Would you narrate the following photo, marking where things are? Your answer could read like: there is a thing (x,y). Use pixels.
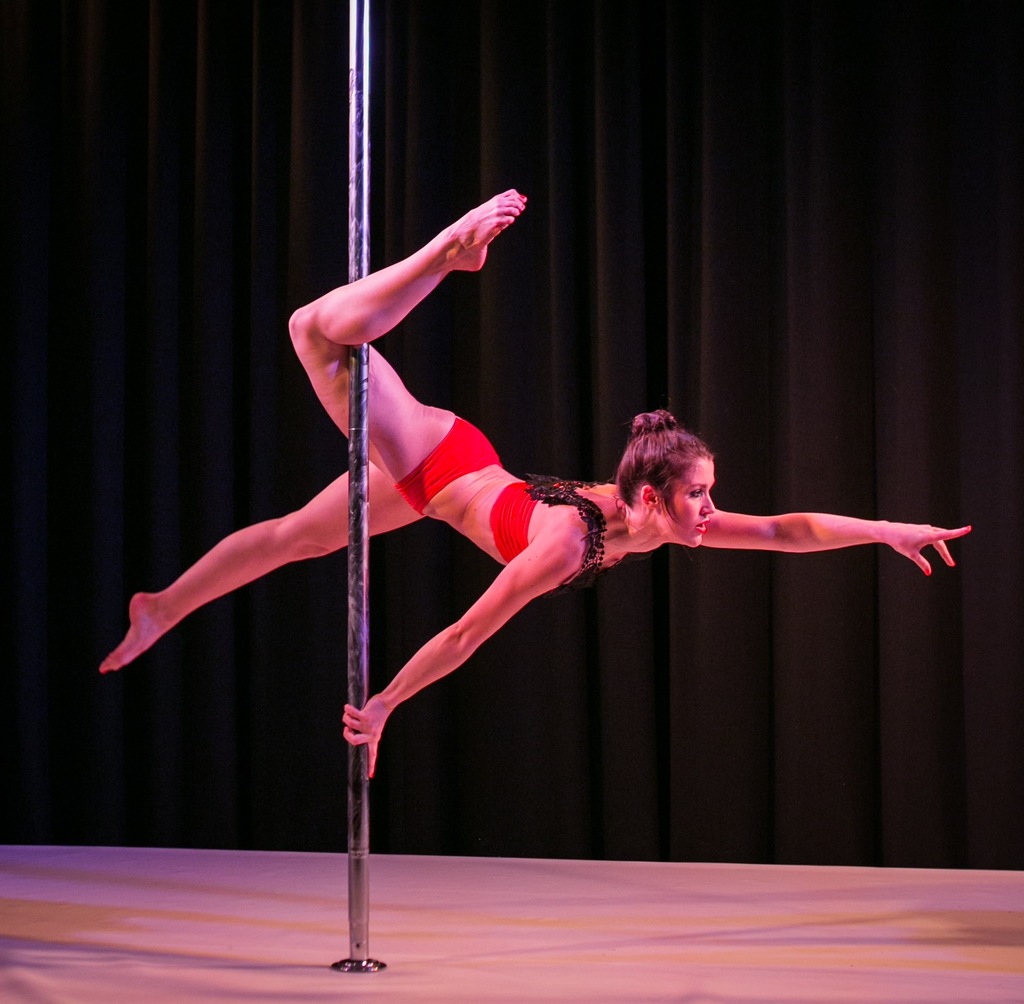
In this image, we can see a woman (465,507) is holding a pole (362,690). At the bottom (496,993), we can see white color surface (508,942). Background (953,650) we can see black curtains (56,559).
